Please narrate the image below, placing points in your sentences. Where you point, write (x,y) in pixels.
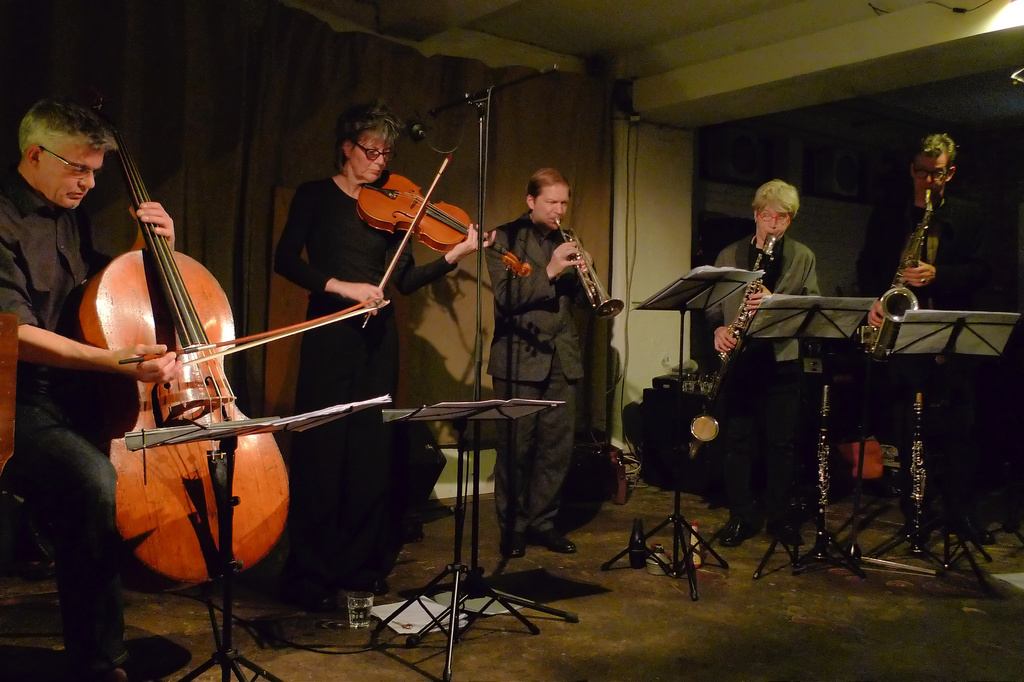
In the image there are group of people (872,285) who are holding their musical instruments (192,394) and playing it in front of music stands (488,414). On stands (689,285) we can see some papers (725,278), in background (410,62) we can see a curtain (221,108) which is in gray color. On right side (686,261) we can see a wall (659,152) which is in white color on bottom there some bottles (634,539) and a glass (350,610), papers (422,625). roof (553,27) is on top.
